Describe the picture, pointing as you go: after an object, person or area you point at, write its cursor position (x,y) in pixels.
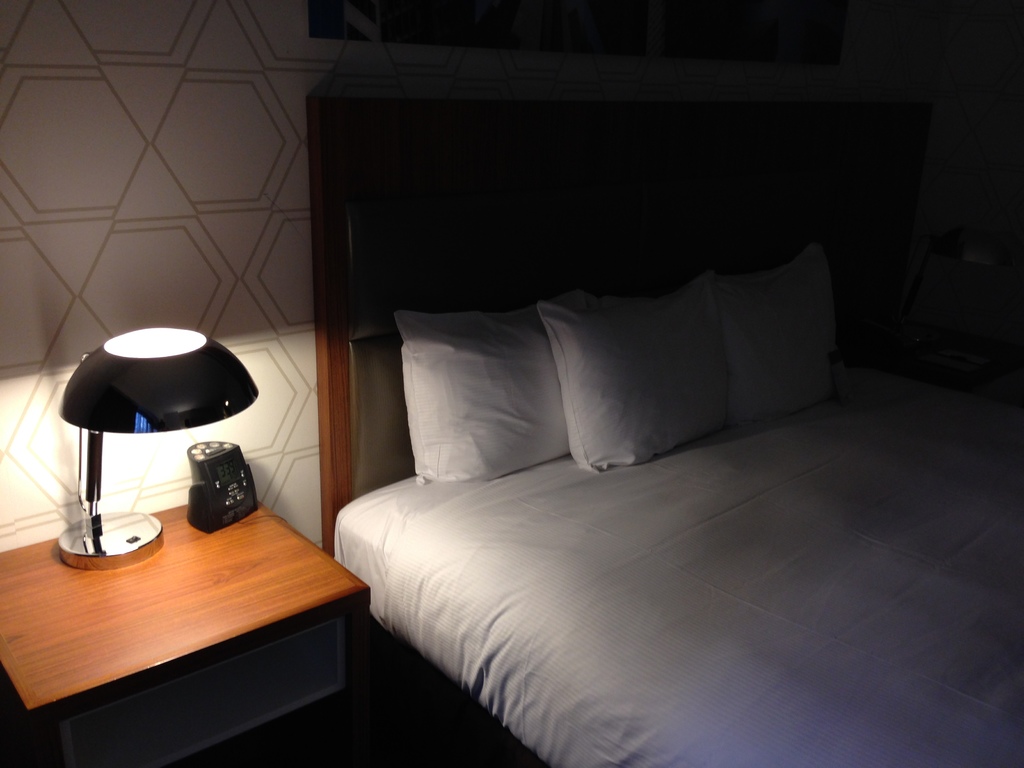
It is look like a bedroom. We can see a bed (631,664) with pillows (736,399). And we can see cream color wall (231,239). Beside the bed (334,432), we can see a cupboard (261,676). On top of cupboard (150,591), we can see lamp (164,392) and clock (228,482). The right side of the image (972,371), we can see another cupboard (988,374). On top of that cupboard (936,355), we can see another lamp (972,255) also. And top of the image (459,32), we can see some frame (590,34).
